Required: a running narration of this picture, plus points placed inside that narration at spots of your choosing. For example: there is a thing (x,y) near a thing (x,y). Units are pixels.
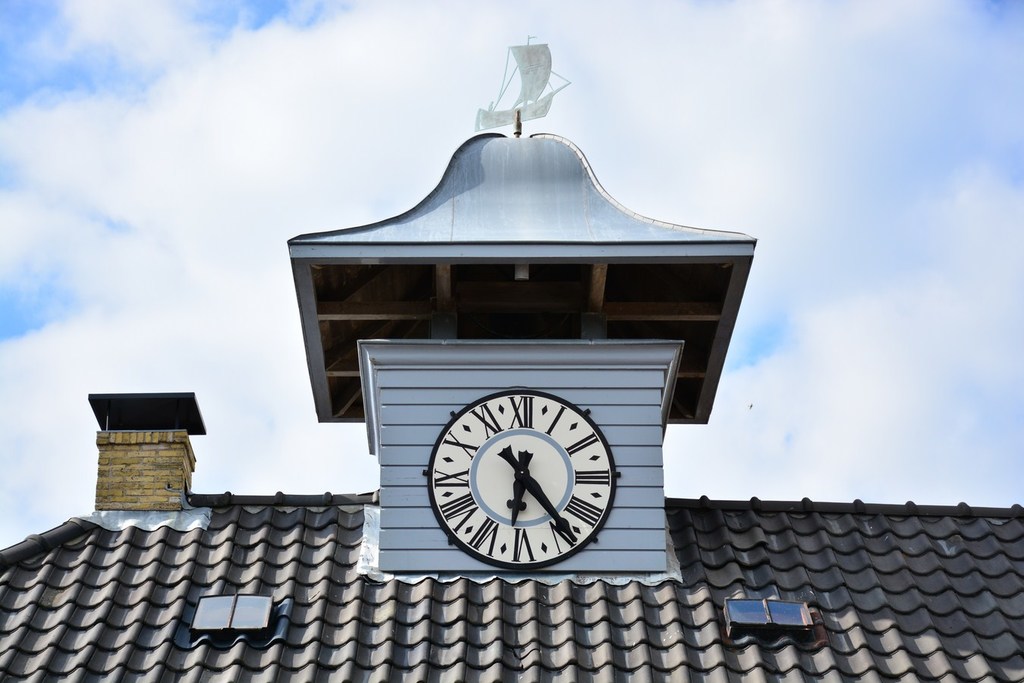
At the bottom of the image (415,580) there is a roof (529,590) and also there is a chimney (129,460). And also there is a pillar (537,449) with clock (496,526). At the top of the pillar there is a roof (628,224). In the background (507,95) there is sky (90,298) with clouds (633,176).
